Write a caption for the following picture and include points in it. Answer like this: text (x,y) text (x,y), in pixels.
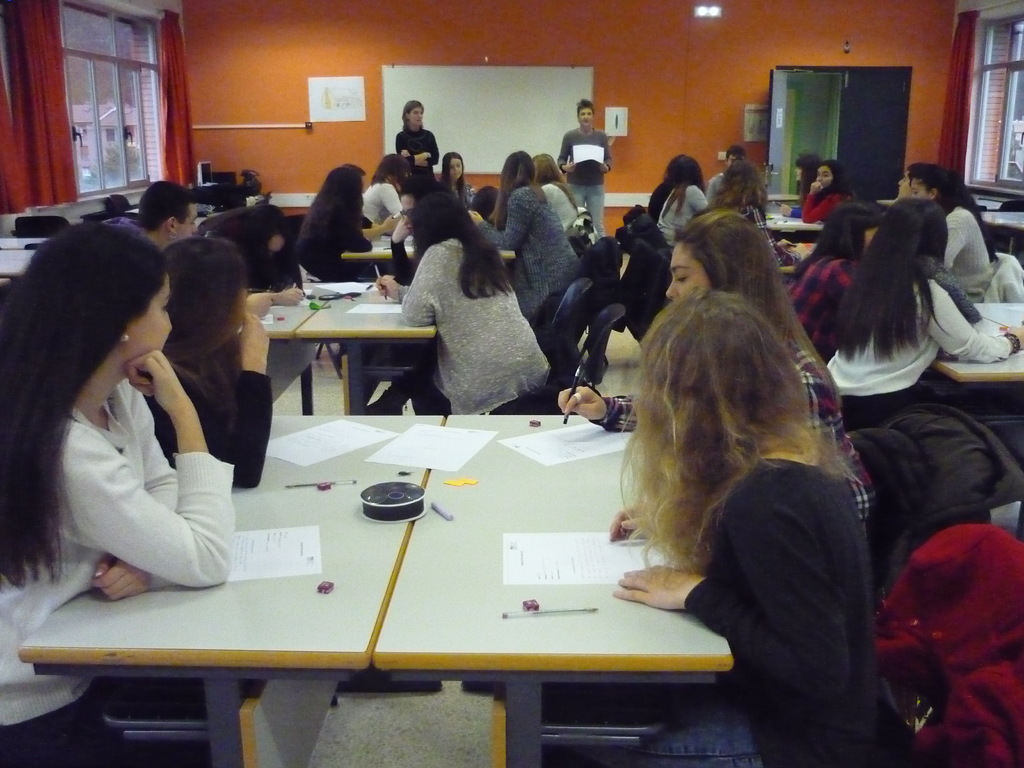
In this image I can see the group of people (564,278) sitting on the chairs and two people (564,173) are standing. In front of these people (592,410) there is a table (438,538). On the table (522,503) there are papers (564,564) and a pen (522,614). In this room (364,106) there is a window (118,85) and a board (506,66) to the wall (549,62).
